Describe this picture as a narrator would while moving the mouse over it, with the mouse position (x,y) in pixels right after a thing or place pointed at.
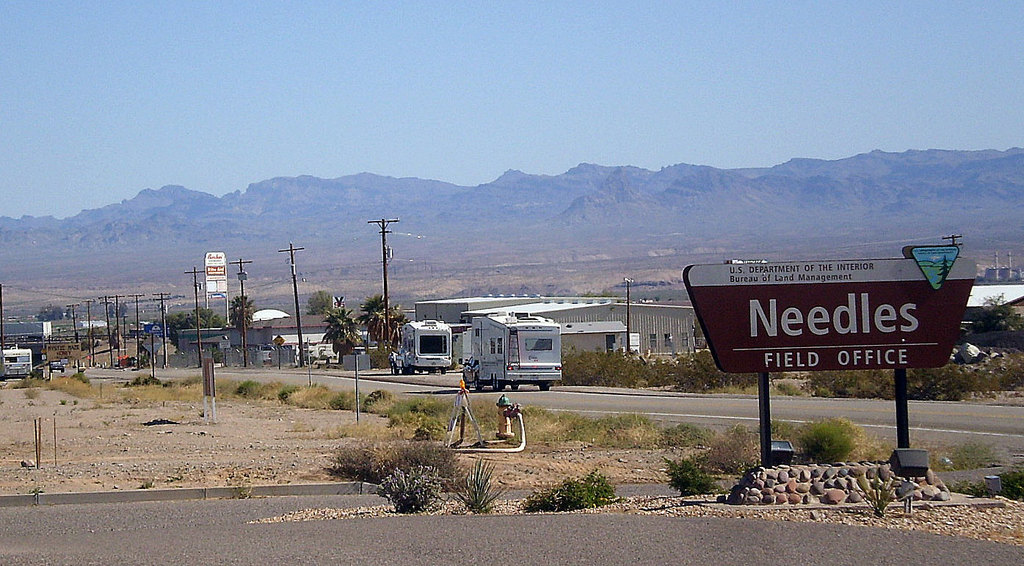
This picture might be taken from outside of the city (553,318). In this image, in the middle (595,372), we can see some plants (582,492) and a fire hydrant (503,425). On the right side (937,356), we can see a hoarding (920,301). On the left side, we can also see a truck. In the background (389,301), we can see some vehicles (409,363), electrical poles (387,287), electrical wires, mountains (1008,230), hoardings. On the top (665,92), we can see a sky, at the bottom (653,420) there are some plants (815,437) and a road (258,499).
